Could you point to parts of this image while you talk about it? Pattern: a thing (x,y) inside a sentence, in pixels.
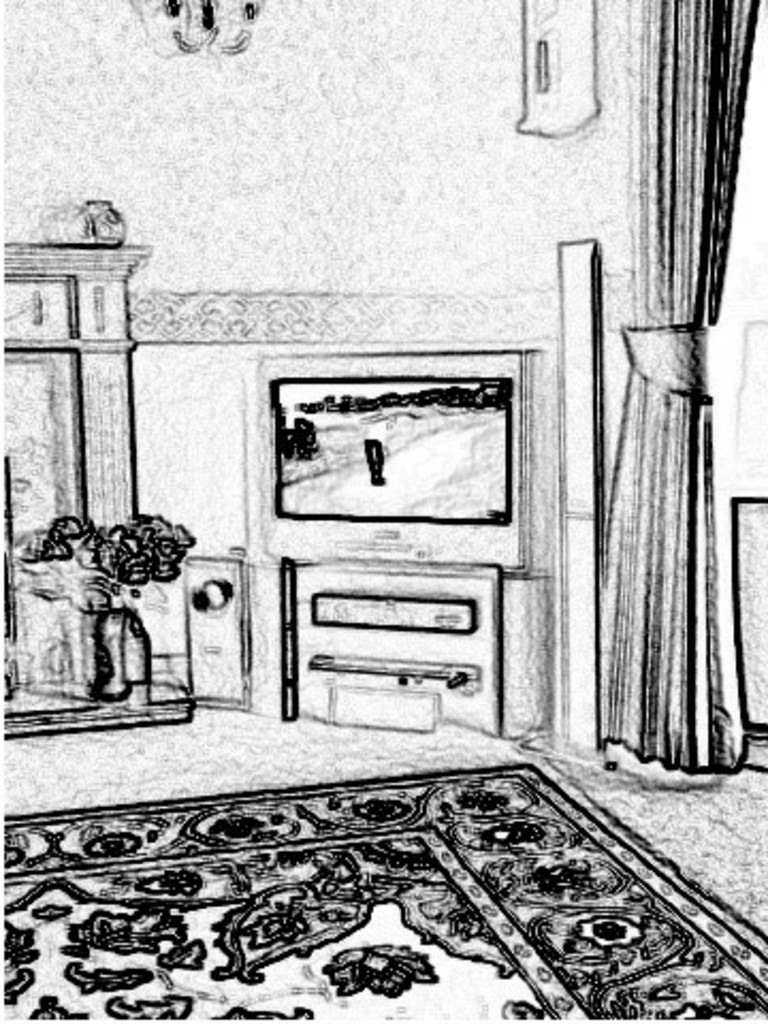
In this picture I can see a graphical image and I can see a carpet (302,804) and a television (280,472) and I can see a curtain (663,334) and a flower pot (103,598).
